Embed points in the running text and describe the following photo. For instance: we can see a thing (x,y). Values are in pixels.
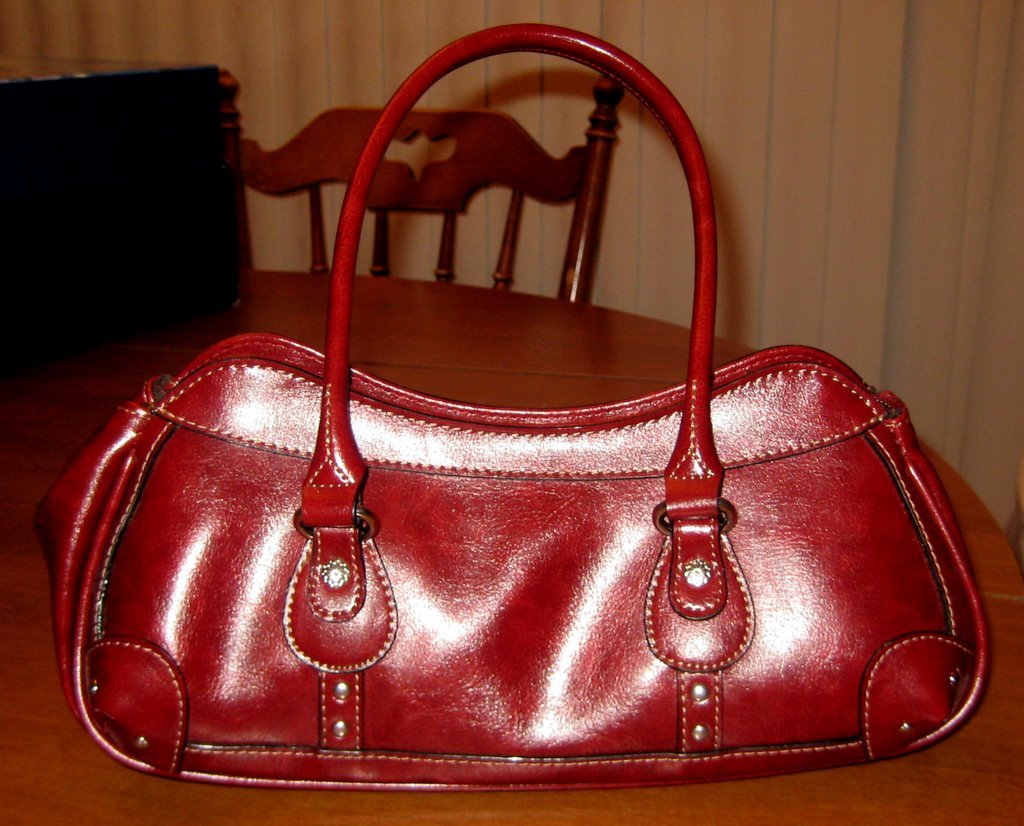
In this image I can see a bag (433,462) on the table (458,306).
